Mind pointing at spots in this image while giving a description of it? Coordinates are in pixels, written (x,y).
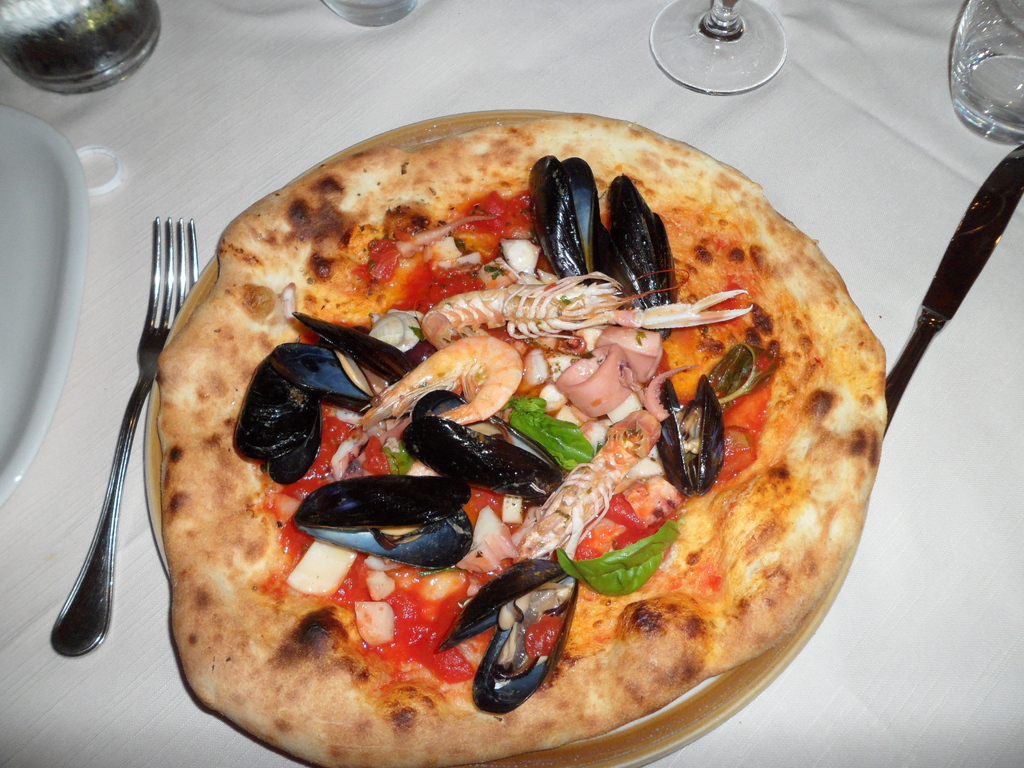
In this image I can see a white colored surface (279,87) and on the surface (246,70) I can see a white colored plate (38,153), few glasses (690,18), a fork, a knife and a pizza (278,396) which is brown, red, white and black in color and I can see few sea animals (531,488) on the pizza (531,360).
